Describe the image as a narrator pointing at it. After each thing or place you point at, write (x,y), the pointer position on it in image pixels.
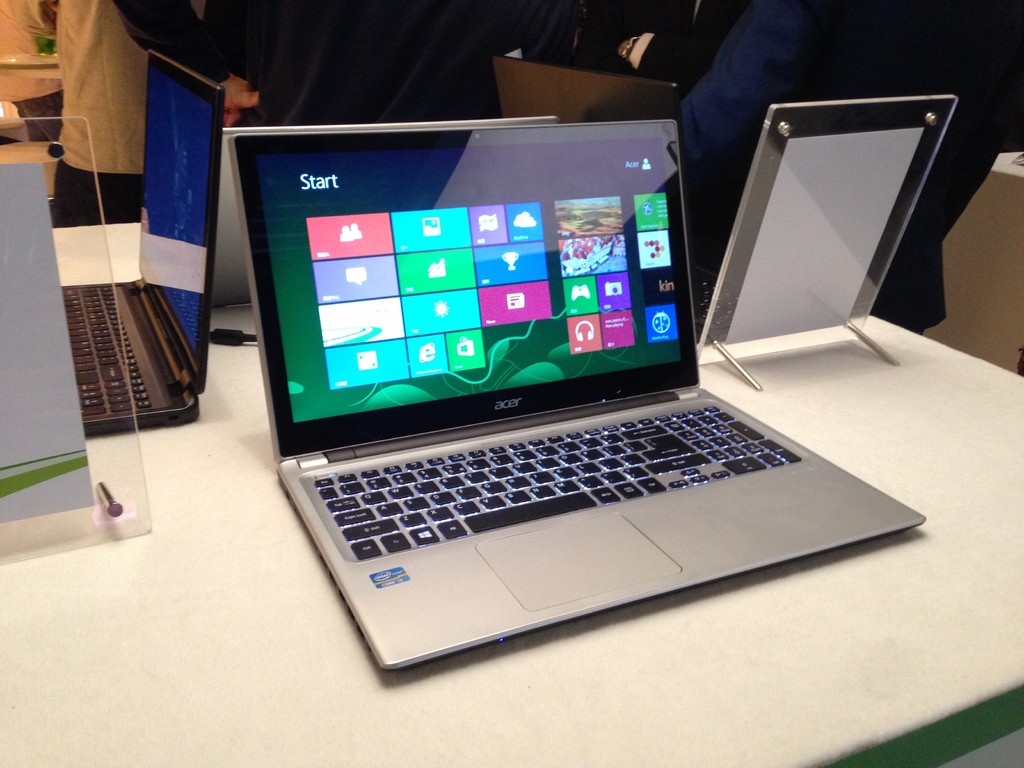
Here we can see laptops (348,250) and glass board stands (130,394) on a table (322,714). In the background (396,52) there are few persons (311,62) and objects (50,57).
